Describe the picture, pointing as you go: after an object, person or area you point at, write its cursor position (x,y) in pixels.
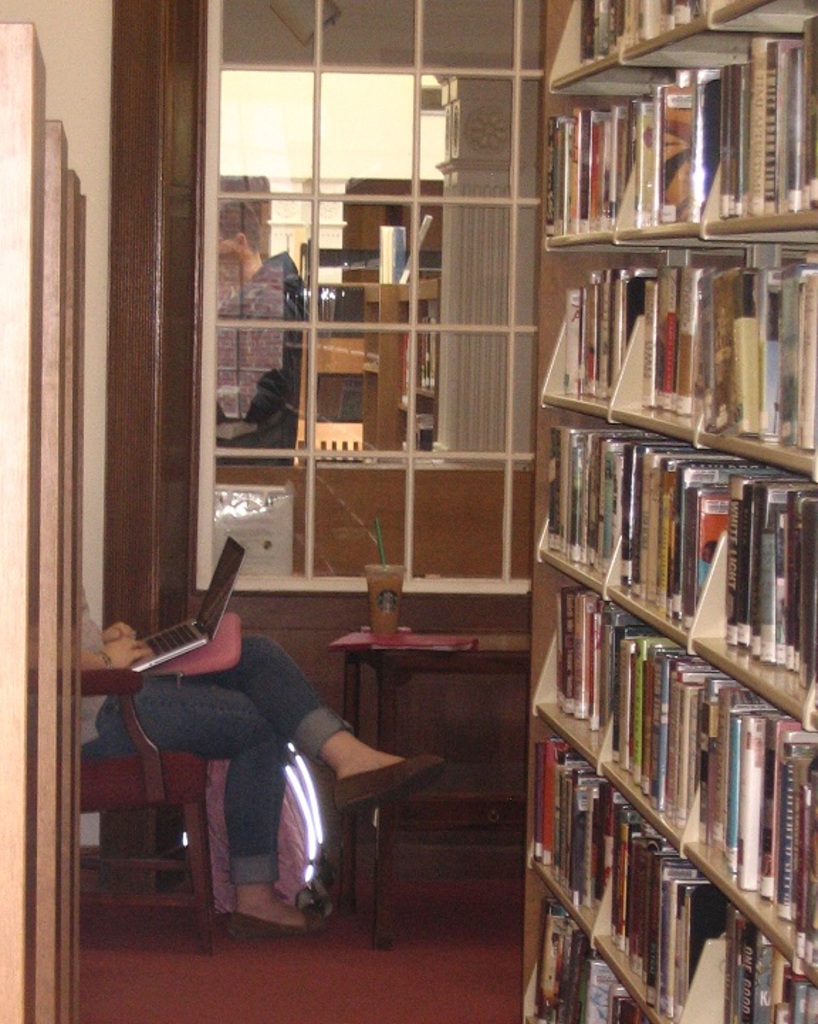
On the right (584,1001) we can see books (687,656) in the bookshelf (711,10). On the left (51,492) there are some wooden objects (41,859). In the middle of the picture (466,674) we can see table (381,659), cup (384,628), file (378,641), person (140,645), chair (109,770), laptop (163,641) and other objects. In the background (301,153) we can see a glass window (262,262) and wall (108,212). In the glass window (340,334) we can see the reflection (262,386) of person (262,311), desk (394,285) and other objects (488,191).
